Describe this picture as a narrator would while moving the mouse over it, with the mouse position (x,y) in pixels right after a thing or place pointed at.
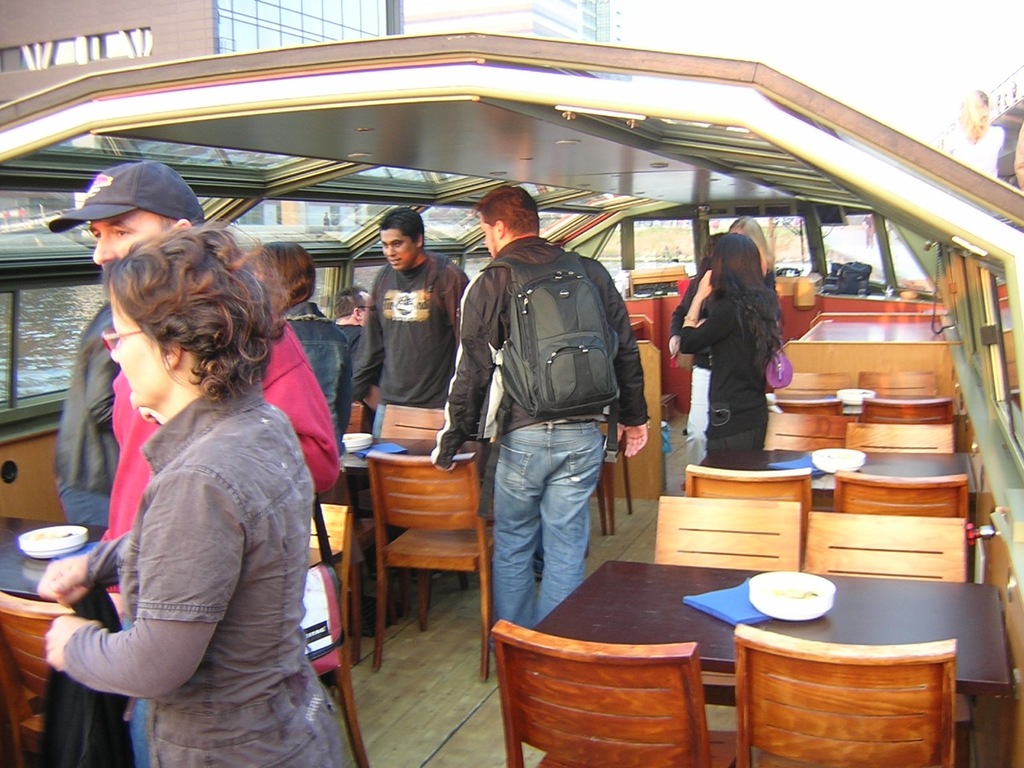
In this image, there are some persons (415,300) wearing colorful clothes (183,424) and standing in a boat (908,308). There are some table (711,629) and chairs (766,640) in a boat (893,300). This person (542,251) wearing a bag (574,295). This person (119,229) wearing a cap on his head (113,256). There is a building (63,11) at the top left (90,29).
